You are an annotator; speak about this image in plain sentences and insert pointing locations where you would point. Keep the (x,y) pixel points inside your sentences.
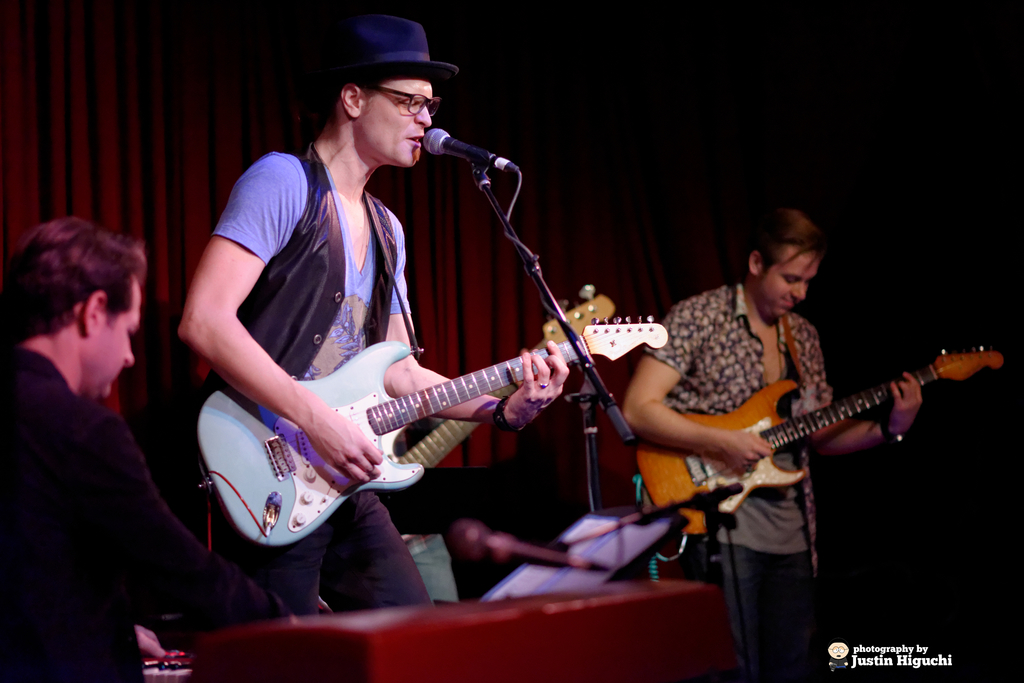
In this image I can see few people (754,267) are standing and holding guitars (397,420). I can also he is wearing a specs (415,100) and a hat (417,41). I can also see a mic (454,138) and he is wearing a jacket (310,282).
